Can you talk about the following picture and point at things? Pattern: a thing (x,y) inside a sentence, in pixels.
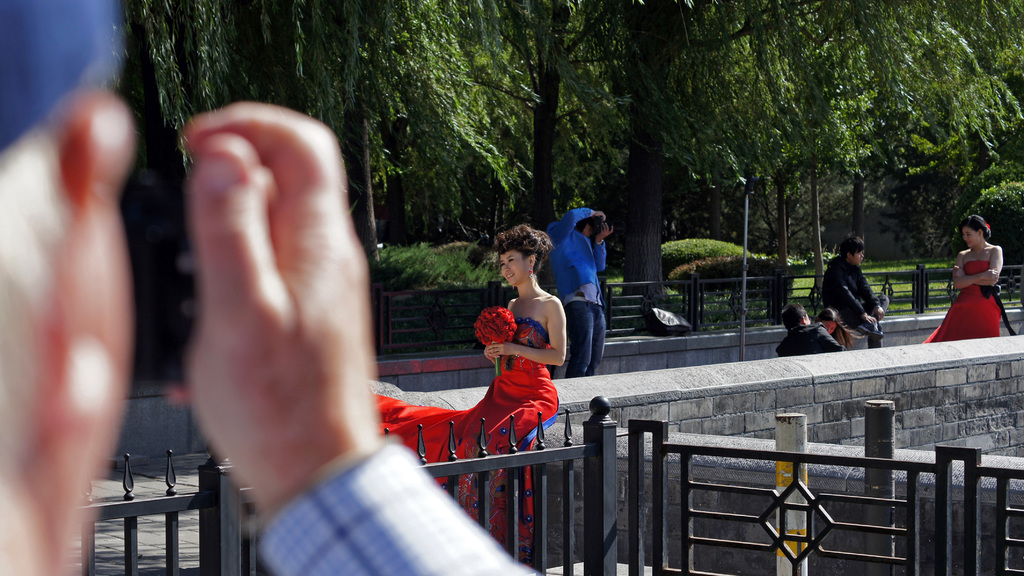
In this picture there is a woman (526,542) who is wearing a red dress (547,377) and holding the roses (510,338). She is sitting on the wall (576,432). On the right (986,319) there is another woman (947,339) who is also wearing dress (944,327) and she is standing near to the wall (862,368). In front of her i can see two persons (848,326) are sitting. Beside them there is a man (855,289) who is wearing black dress (840,304) and he is sitting on the ledge (886,327). In the background (919,276) i can see the fencing (754,294), light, pole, plants (735,244), grass (879,286) and trees (527,129). On the left (281,125) there is an old man (278,329) who is holding a camera (180,212).
